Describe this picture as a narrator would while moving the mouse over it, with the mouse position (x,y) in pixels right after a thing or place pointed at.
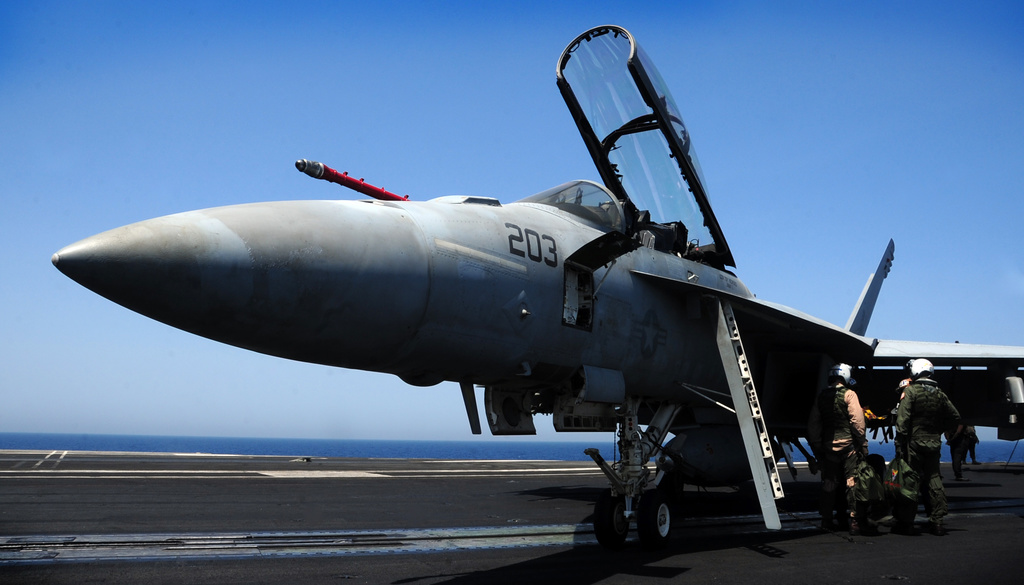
In the picture I can see a plane (623,258) which is on the run way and there are few persons (917,407) standing beside it in the right corner (873,447) and there is water (365,444) in the background (398,442).
